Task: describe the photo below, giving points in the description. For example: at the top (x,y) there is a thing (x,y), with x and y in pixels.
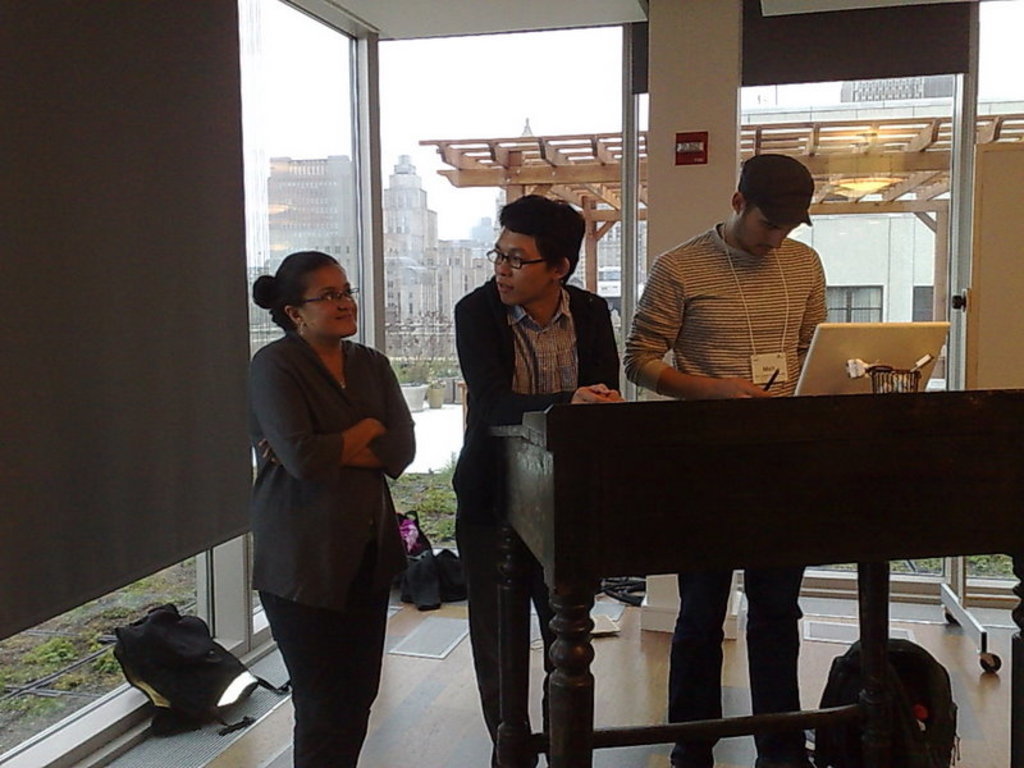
In this picture I can see buildings (411,217) from the glass (464,231) and I can see three people (277,544) standing and I can see a man (748,281) wearing a ID card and a cap (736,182) on his head (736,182) and I can see a laptop (893,343) and a pen stand (884,370) on the table (915,425) and I can see few bags (207,648) on the floor (235,743).
